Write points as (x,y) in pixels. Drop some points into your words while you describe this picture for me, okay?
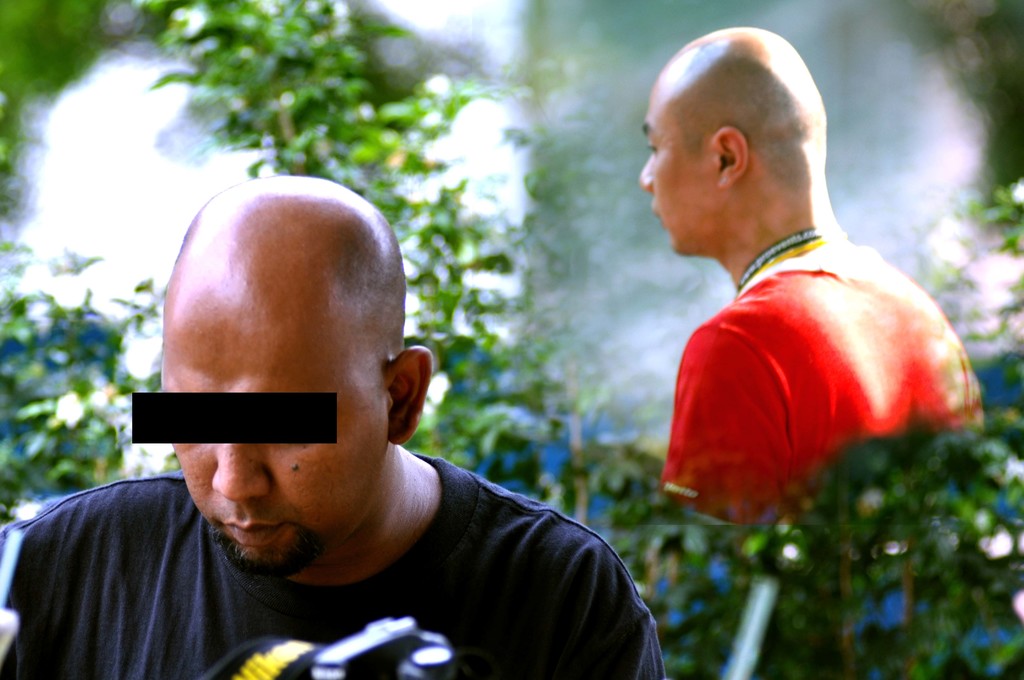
In this image we can see two people (787,94). Background (697,577) there are plants (491,455).
